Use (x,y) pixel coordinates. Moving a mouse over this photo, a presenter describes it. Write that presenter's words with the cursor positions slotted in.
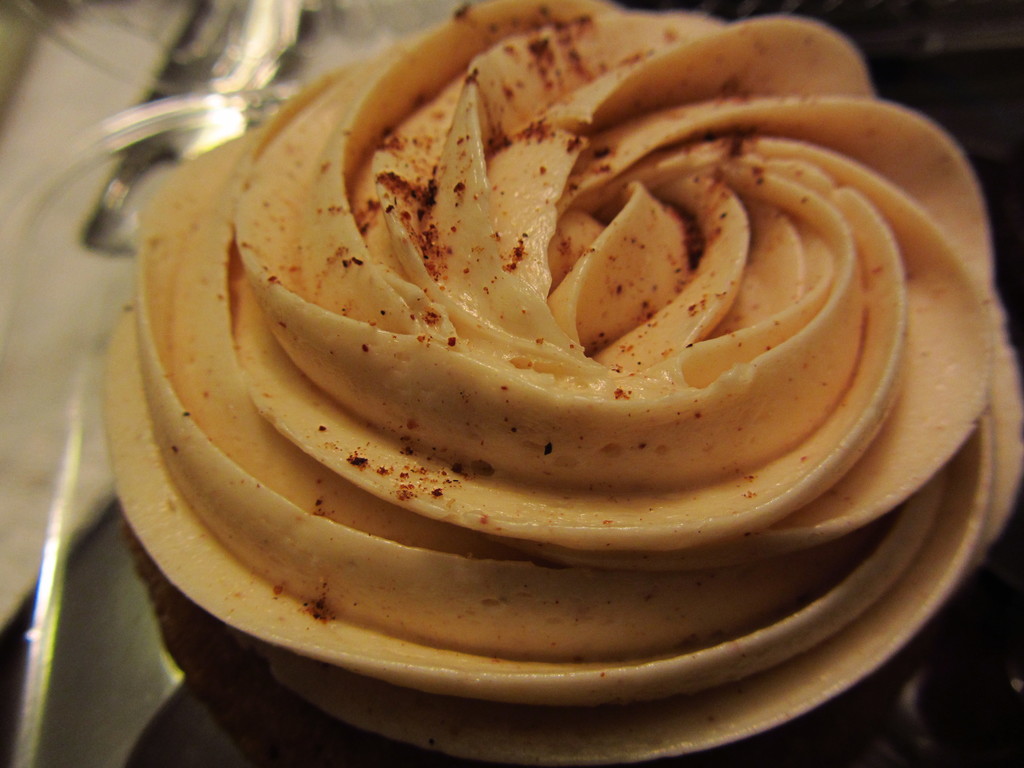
In this image we can see buttercream cupcake (273,489).
